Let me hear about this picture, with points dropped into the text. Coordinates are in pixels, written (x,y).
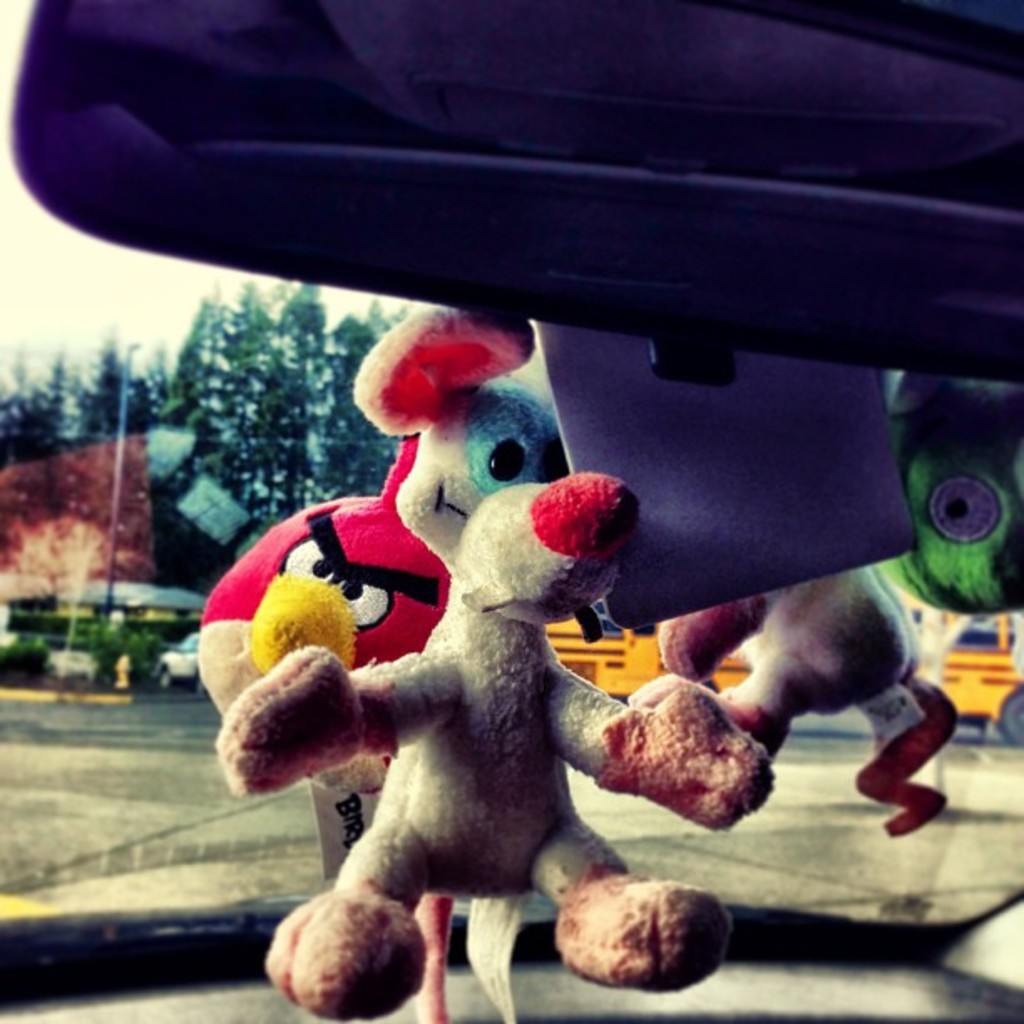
In this image we can see there are toys (551,486) and an object (700,556). At the back (320,427) there is a road (186,693) and trees (179,568). And there is a pole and a vehicle (622,676). At the top (124,274) there is a sky (140,301).
